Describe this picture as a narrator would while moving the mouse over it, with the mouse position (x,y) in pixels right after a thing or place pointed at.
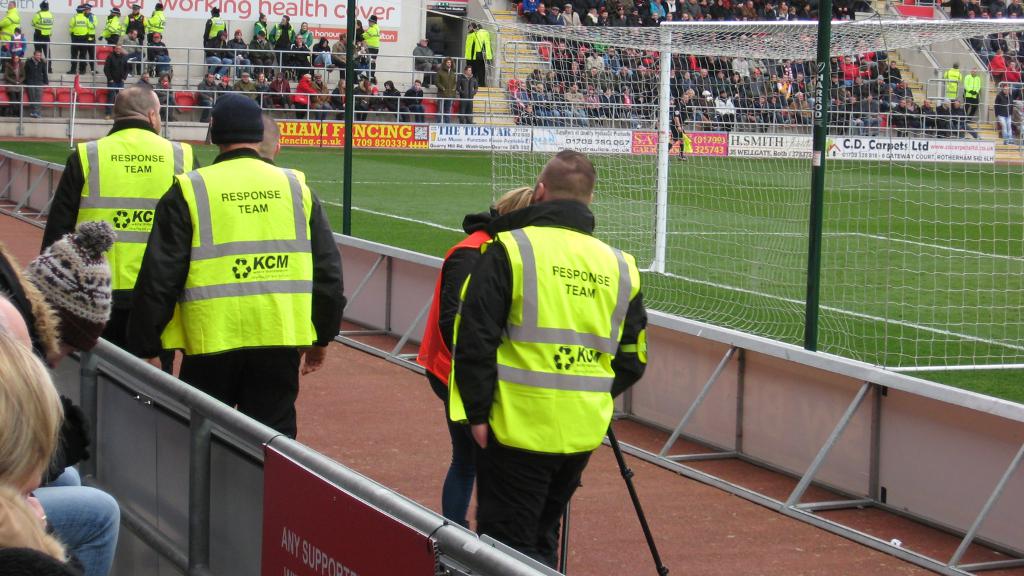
In this picture there are three security persons (468,421) were standing near to the board (279,562) and fencing (182,521). Beside them there is a woman (434,346) who is wearing orange jacket (445,361) and black dress (460,285). On the right (896,78) i can see the football ground (597,176) and net (776,115). In the background (784,2) i can see many peoples (866,68) were sitting on the stairs (501,94) and watching the game.
